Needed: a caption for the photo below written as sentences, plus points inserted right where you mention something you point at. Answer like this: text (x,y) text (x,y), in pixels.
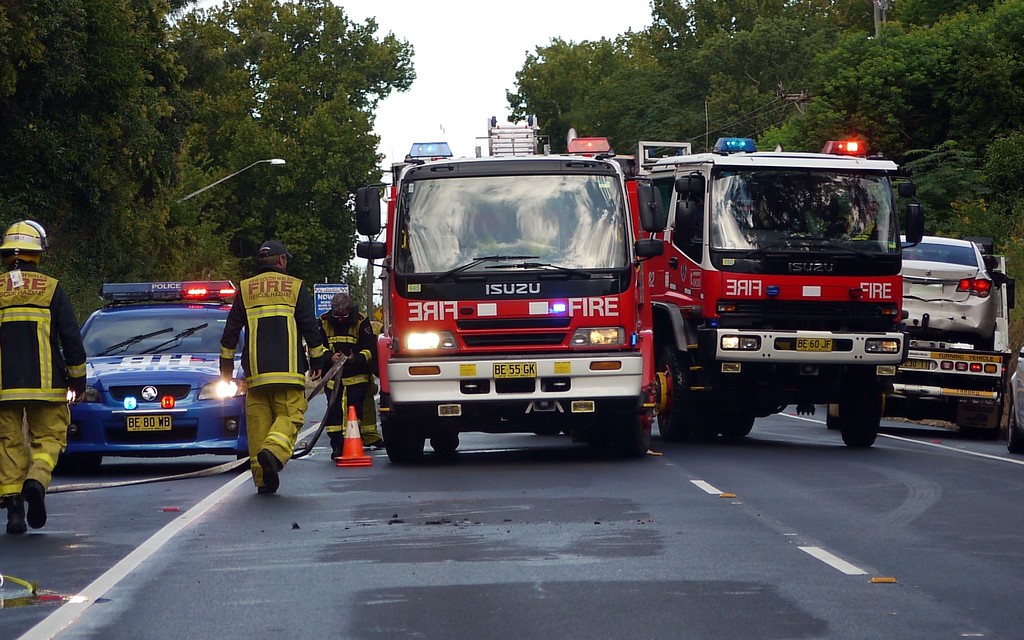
In this image there are vehicles (496,357) on the road (438,527) and we can see people (261,354) wearing uniforms (27,329). There is a traffic cone (350,447). In the background (171,185) there is a pole (207,189), trees (191,187), and sky (462,83).
